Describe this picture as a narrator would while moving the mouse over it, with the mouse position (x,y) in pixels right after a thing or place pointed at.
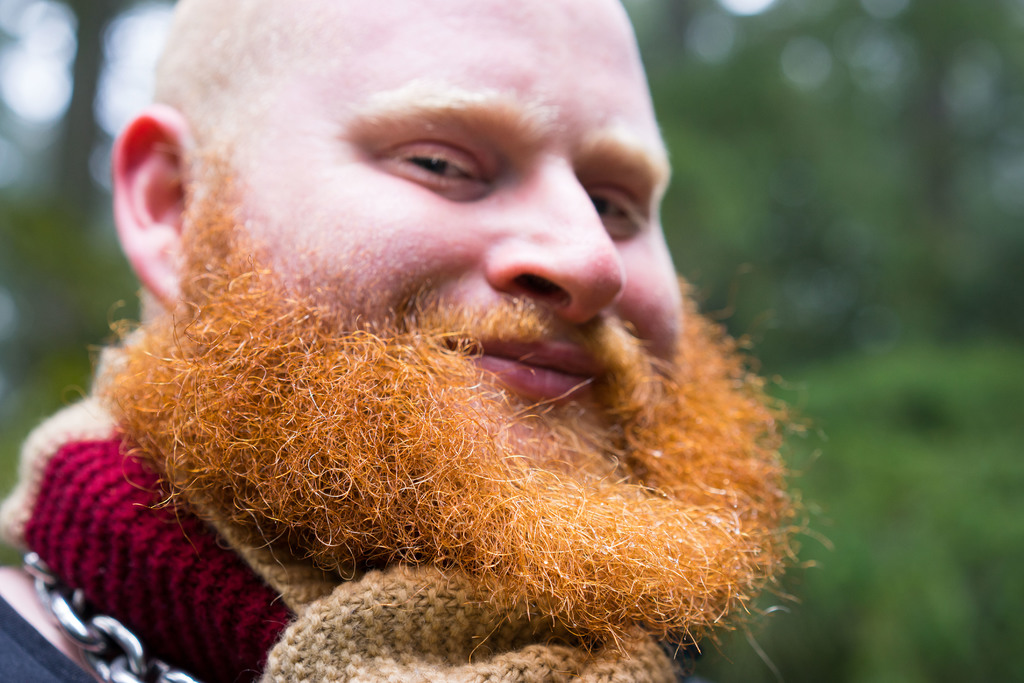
Here we can see a man (640,295) and he is smiling. There is a blur background (906,598) with greenery (915,405).
